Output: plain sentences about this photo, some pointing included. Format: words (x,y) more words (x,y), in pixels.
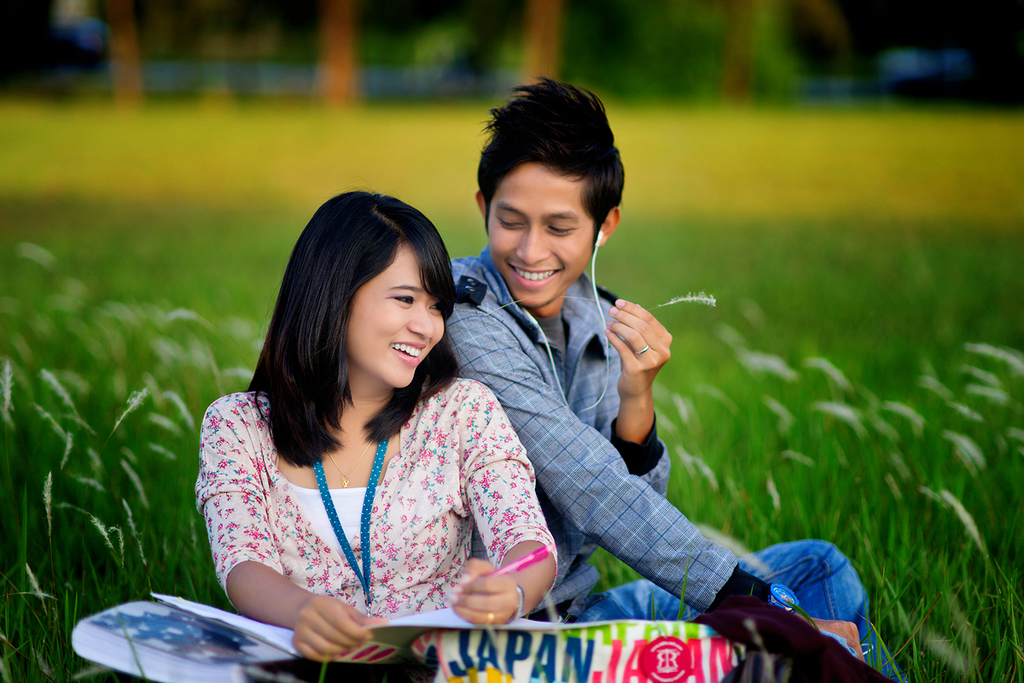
In this picture I can see a man (580,417) and a woman (331,409) seated and I can see a bag (581,670) and woman (349,397) holding a book (403,639) and a pen (514,566) in another hand (488,600) and I can see smile (550,278) on their faces (561,271) and men (532,278) wore headphones (603,230) and he is holding a flower (680,301) in his hand (637,346) and I can see grass (454,185) and flowers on the ground (38,171).
